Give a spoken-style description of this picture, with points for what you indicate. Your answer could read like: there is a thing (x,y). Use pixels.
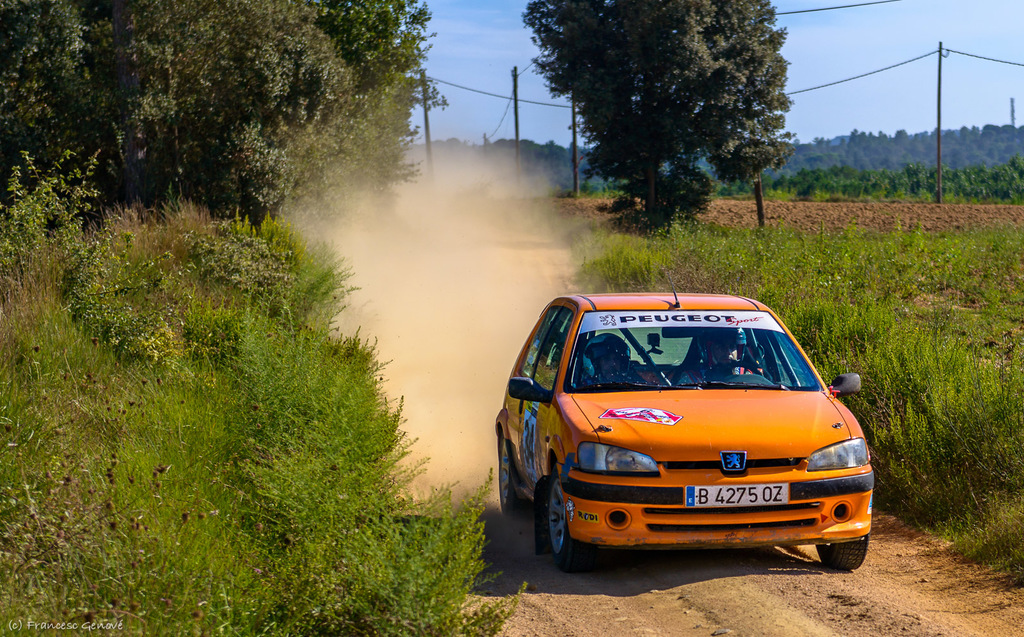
On the left side of the picture (175,492) there are plants (305,331), grass (131,462) and trees (202,102). On the right (964,528) there are shrubs (963,377), plants (961,416), fields (946,209), trees (677,68), cable (973,55) and current poles (938,100). In the foreground (599,604) there is a car (622,431) on the road (686,627). Sky (466,29) is clear and it is sunny.
